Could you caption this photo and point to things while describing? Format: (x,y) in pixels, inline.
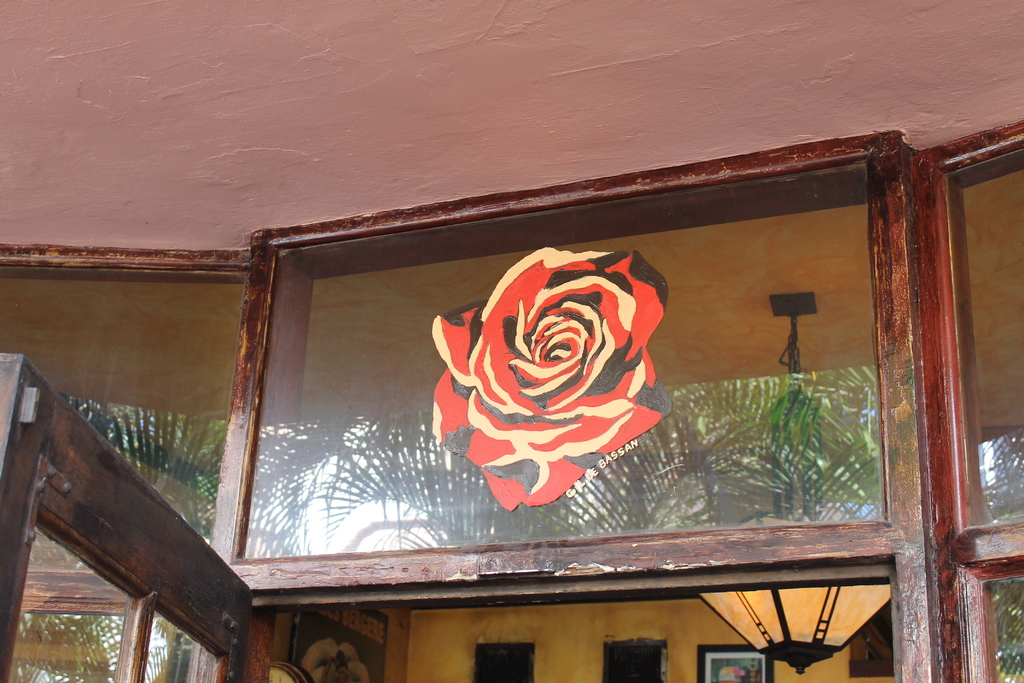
In the middle of this image (612,303), there is a painting (537,268) of a rose flower (535,268) on a glass surface (465,483) of a building (293,43), which is having glass windows (1015,214) and a glass door (86,554). In the background (813,634), there are photo frames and a light (795,391).
